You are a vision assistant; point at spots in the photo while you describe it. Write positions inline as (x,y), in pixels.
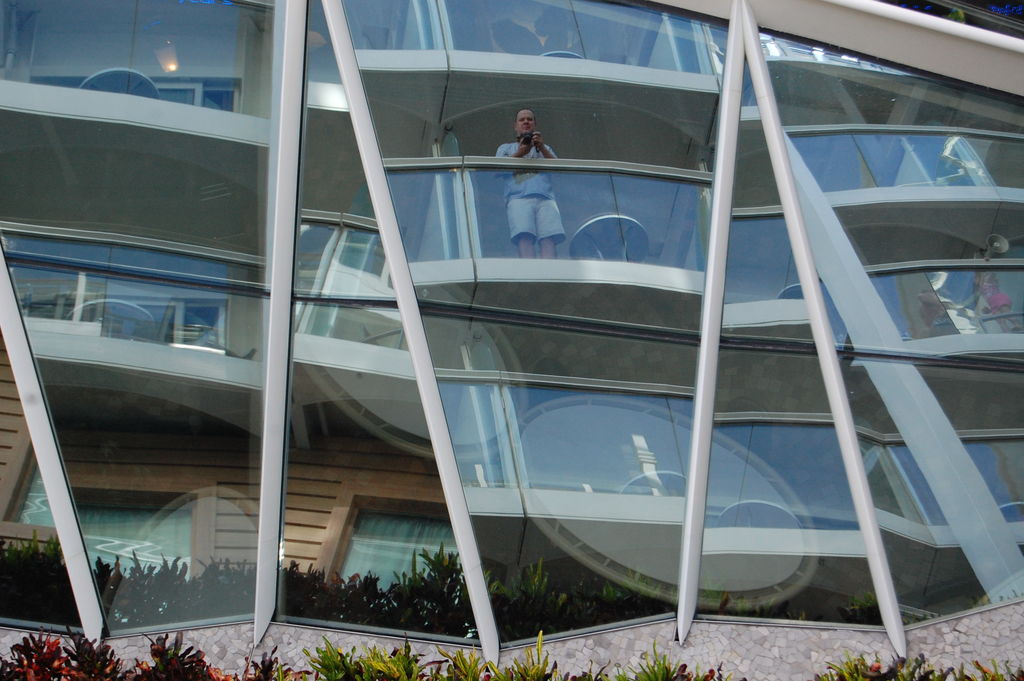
In the image we can see a building (907,192) made up of glass (172,262). We can even see a man (536,187) standing and wearing clothes (535,234). Here we can see the plants (294,611) and the light (163,63).
